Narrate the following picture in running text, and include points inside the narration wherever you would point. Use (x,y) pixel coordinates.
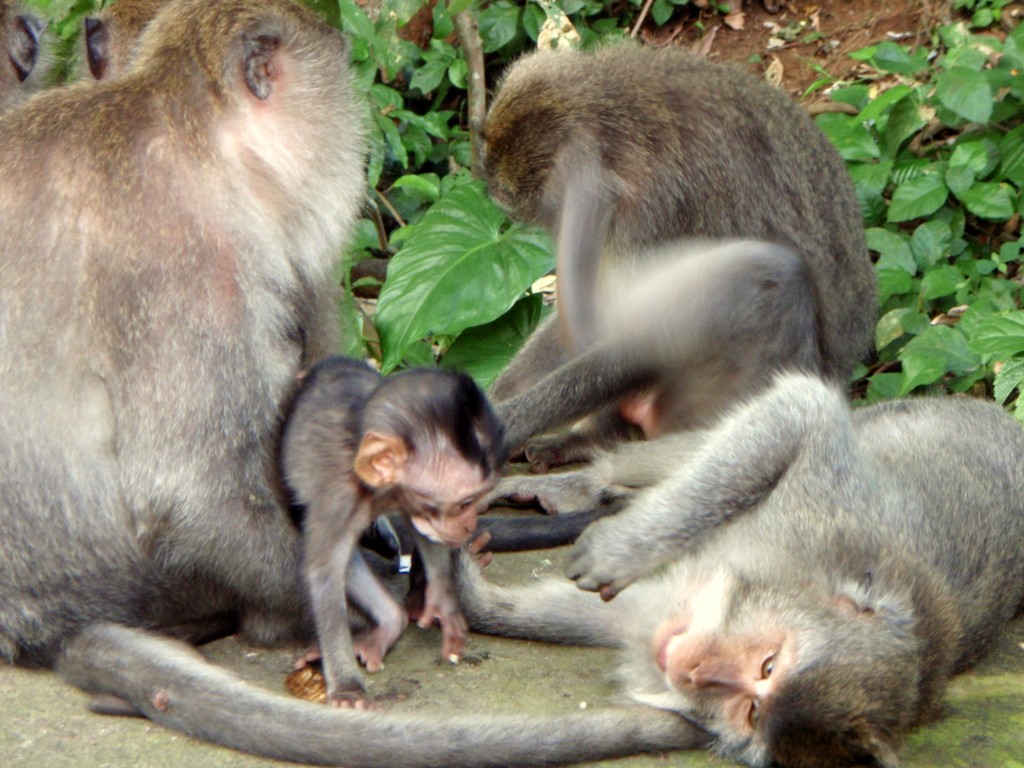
In this picture there are few monkeys (569,402) and there are green leaves (440,329) in the background (932,188).
